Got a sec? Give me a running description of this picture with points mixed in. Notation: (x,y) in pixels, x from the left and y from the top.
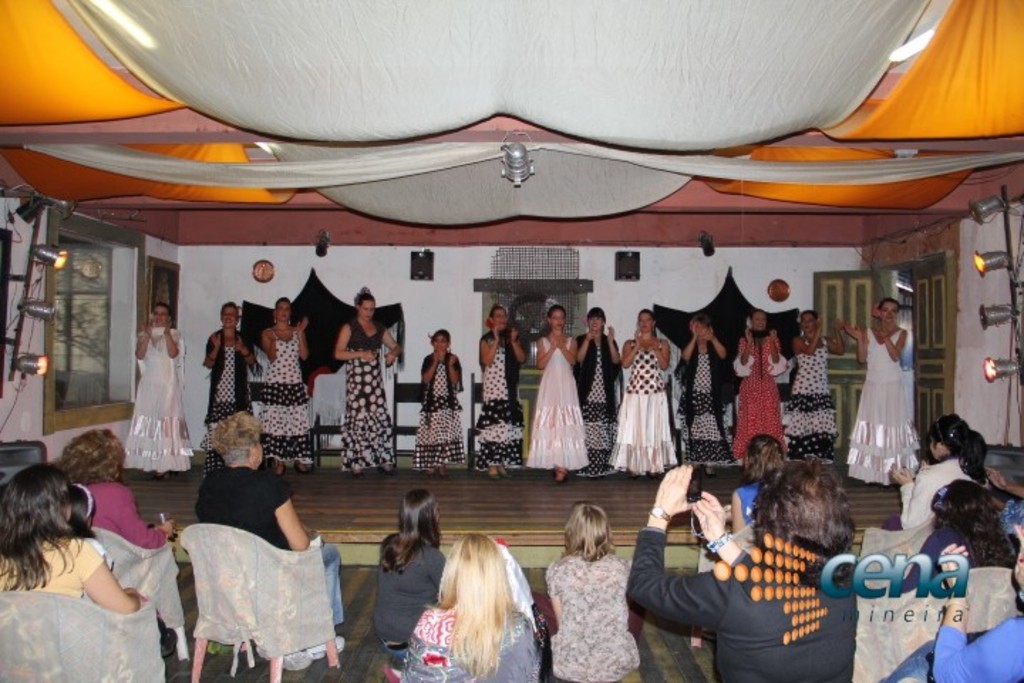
In this picture there are people (368,317) standing on the stage (326,471) and we can see lights (994,366). In the background of the image (196,340) we can see frame (151,298) on the wall (348,276), speakers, chairs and objects (544,272). These are audience (854,617). In the bottom right side of the image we can see text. At the top of the image (468,153) we can see clothes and light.
